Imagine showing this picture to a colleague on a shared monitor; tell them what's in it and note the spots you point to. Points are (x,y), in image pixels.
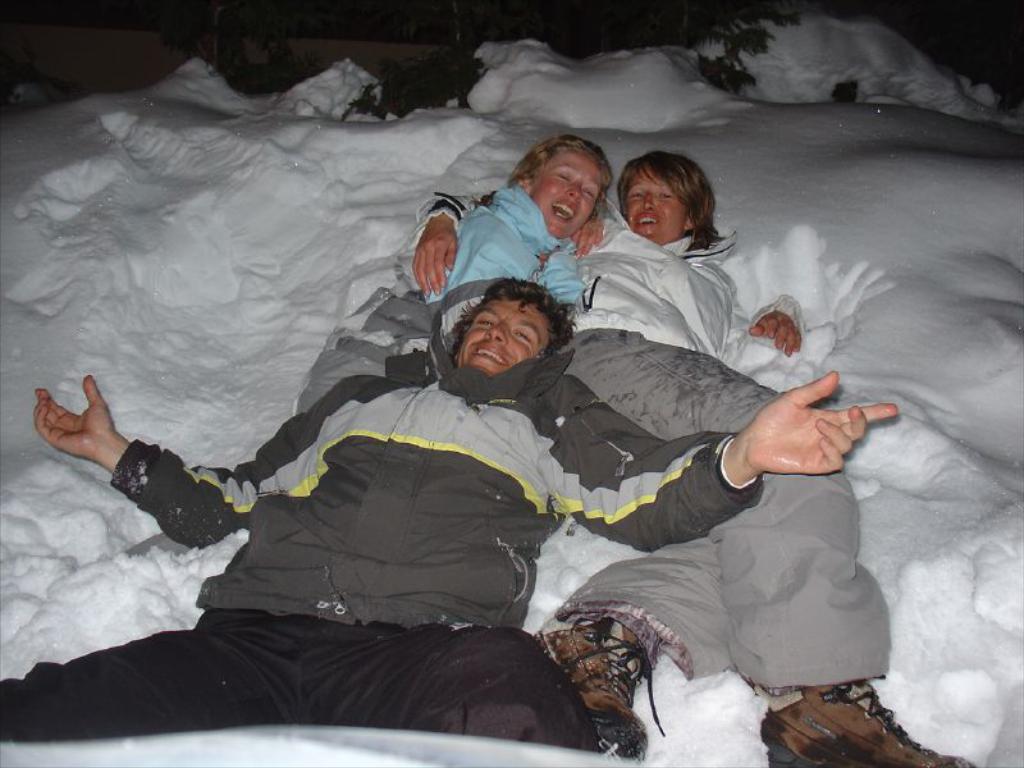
In this image we can see people (636,394) lying on the snow (72,232).
